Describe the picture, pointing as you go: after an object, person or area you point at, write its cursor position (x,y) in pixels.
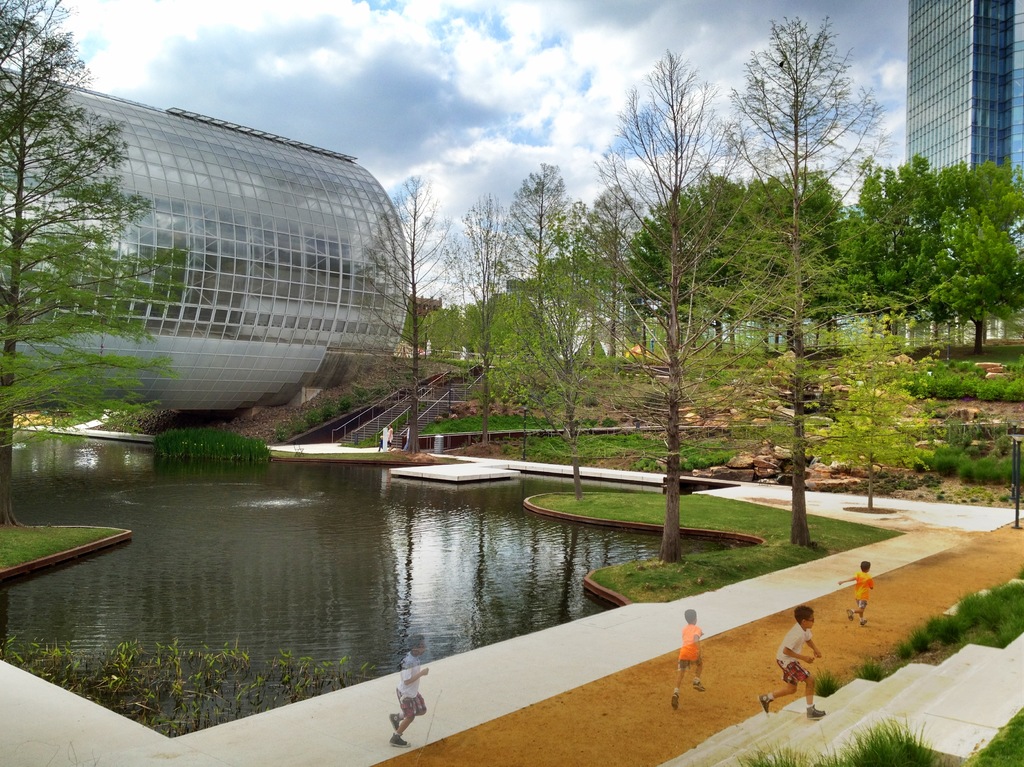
In this picture we can see a view of the park (473,713). In the front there are some small boys (812,653) who are playing. Behind there is a small water pond (431,562) and some dry trees (558,317). In the background (398,306) there is a round glass building (279,248). On the right corner (817,195) we can see some trees (787,219) and glass building (959,86).
